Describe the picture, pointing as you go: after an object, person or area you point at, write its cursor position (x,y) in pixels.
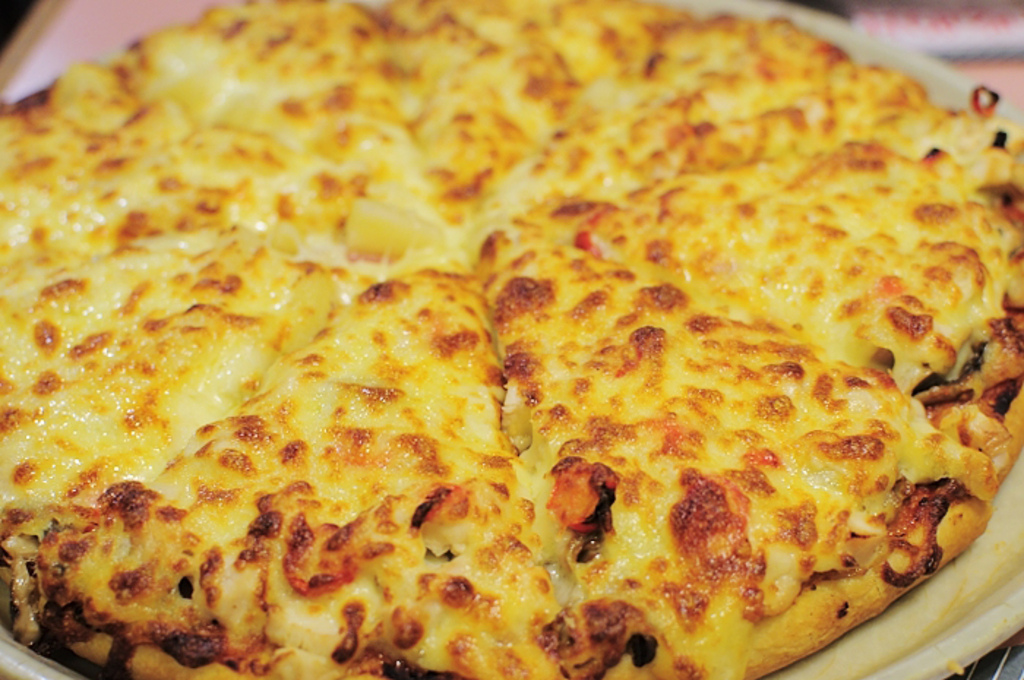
In this picture we can see a pizza (442,412) in the front (465,416), there is a blurry background (1000,18).
